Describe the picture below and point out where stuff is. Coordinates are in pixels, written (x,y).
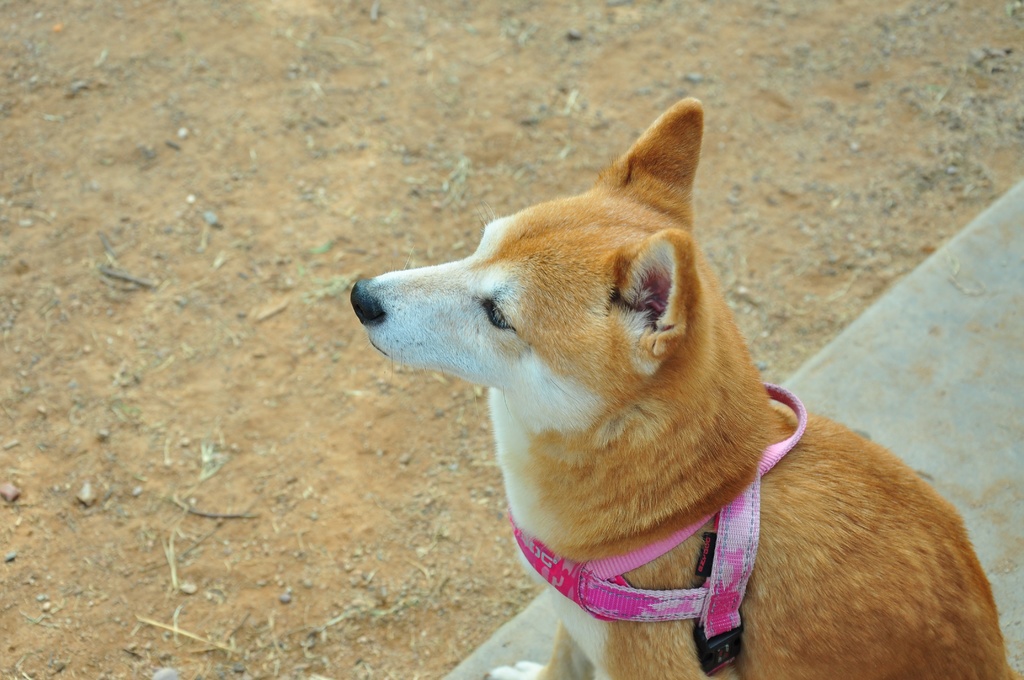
In this image, we can see a dog (668,561) with belt (725,551) on the surface (542,636). In the background (478,632), we can see the ground (293,509).
